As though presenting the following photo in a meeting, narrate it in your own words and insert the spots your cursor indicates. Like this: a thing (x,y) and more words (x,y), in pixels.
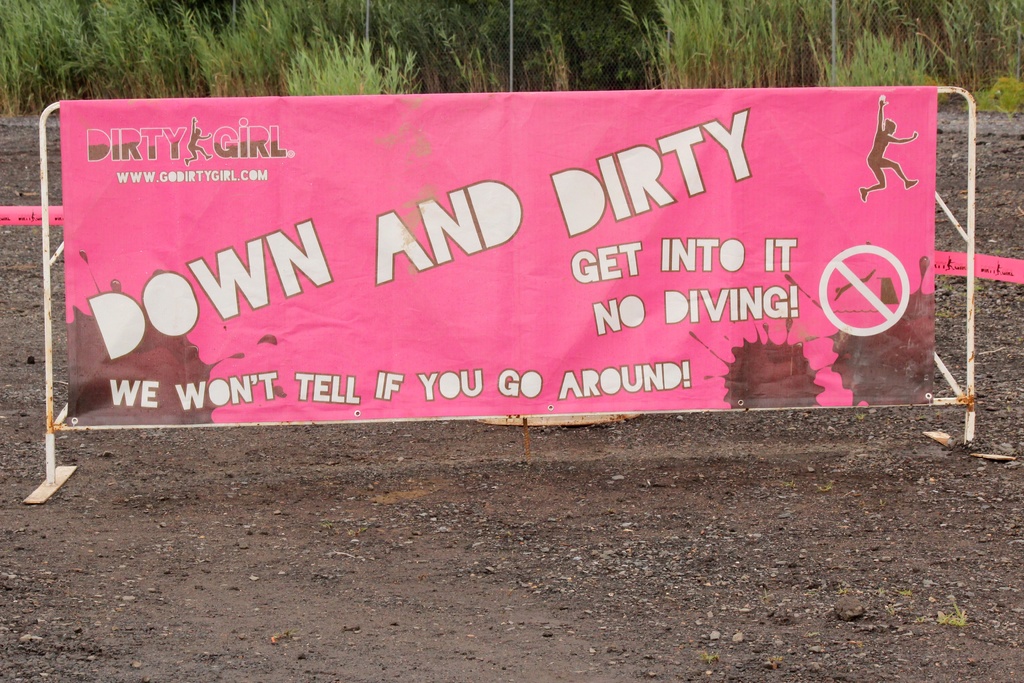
In this picture there is a poster (828,124) which is pink in color, in the center of the image (536,362) and there are plants (407,58) at the top side of the image (414,55).
